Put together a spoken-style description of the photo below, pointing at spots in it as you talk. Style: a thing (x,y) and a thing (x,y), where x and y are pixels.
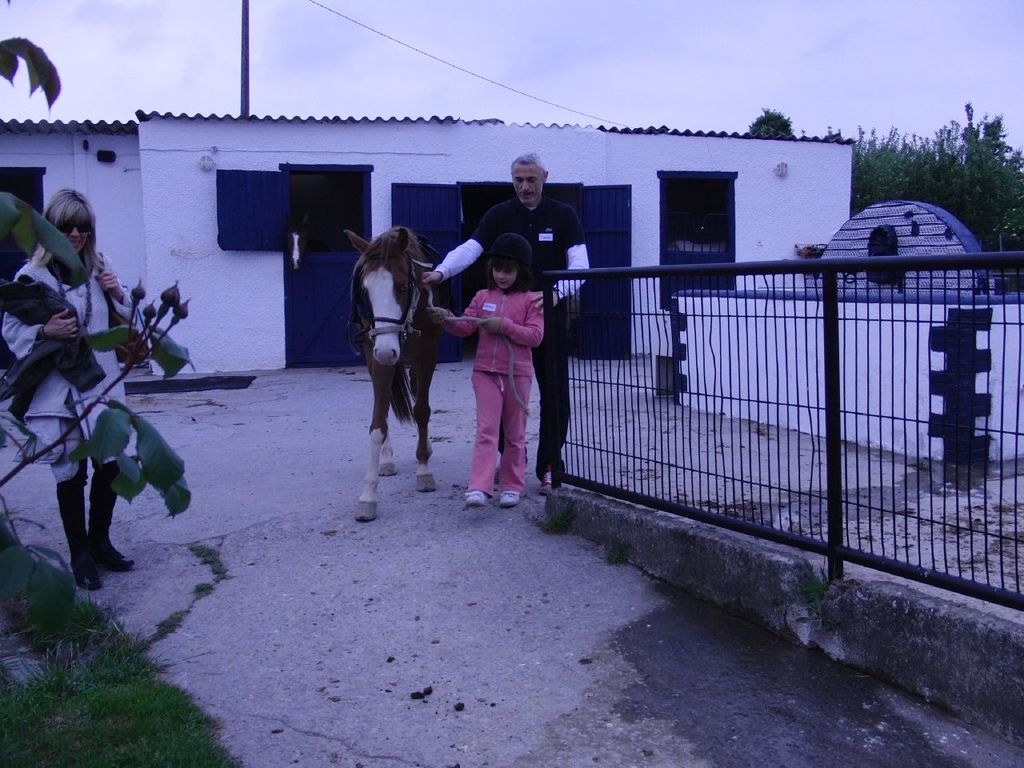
This picture shows a man (564,223) and a girl (497,279) holding a horse (368,271) and walking and we see a woman (69,189) on the side and we see a house (593,147) and few trees (947,153) around.
